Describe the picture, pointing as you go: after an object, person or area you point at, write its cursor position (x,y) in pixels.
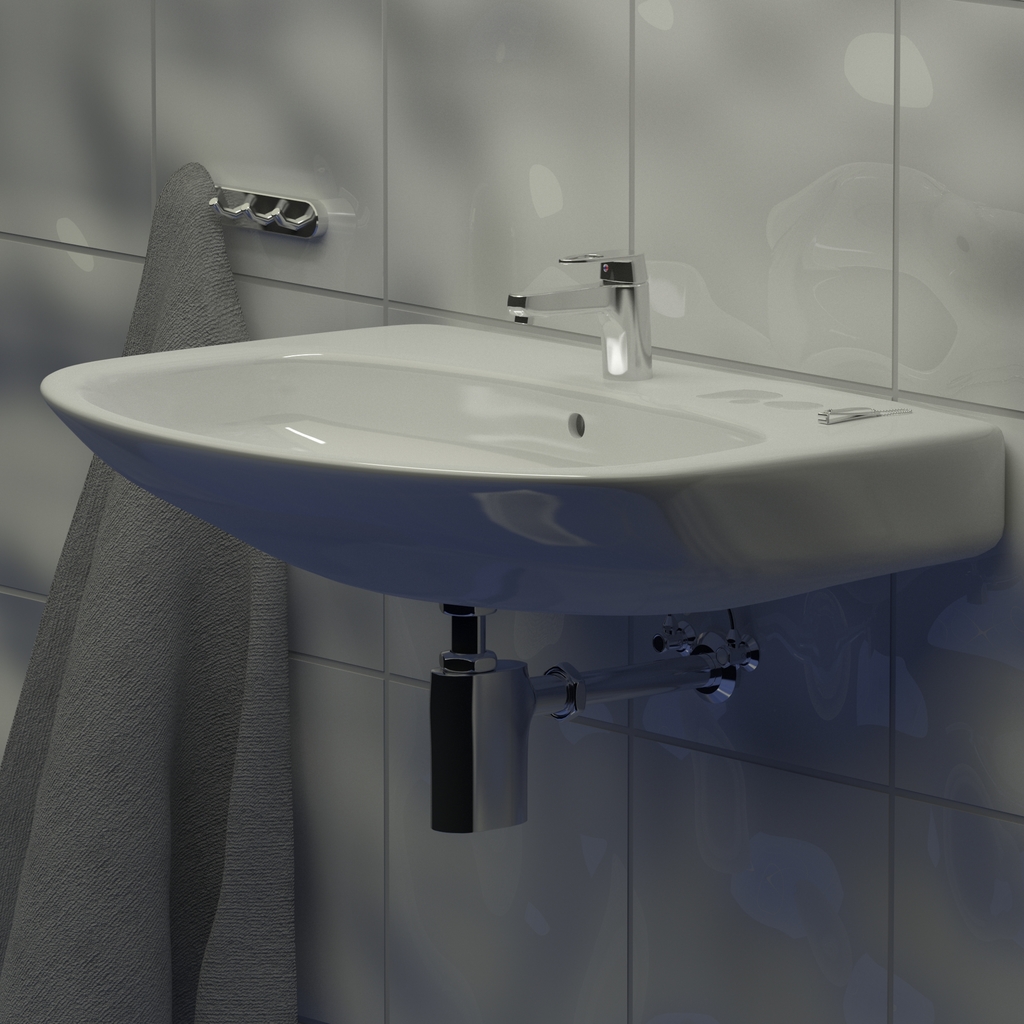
In the picture we can see a sink (775,513) which is white in color to the wall (966,697) with a tap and under it we can see a pipe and beside it we can see a towel (57,1023) to the hanger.
